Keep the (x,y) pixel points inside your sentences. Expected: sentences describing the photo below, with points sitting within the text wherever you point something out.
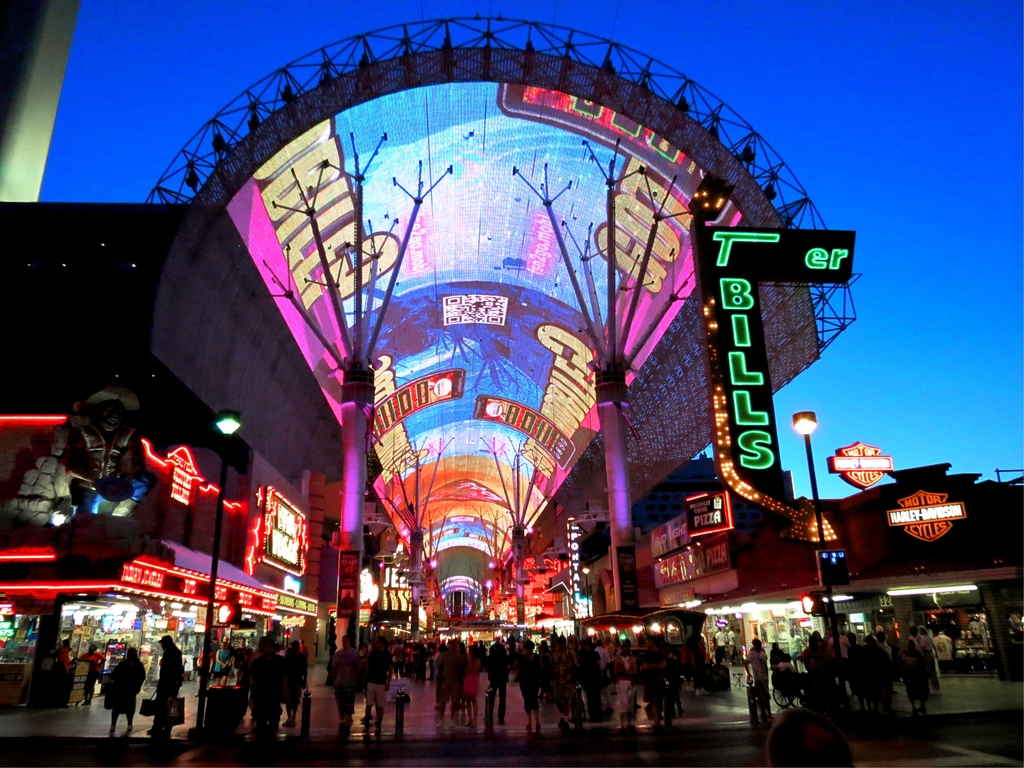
In this image, I can see groups of people (304,668) standing. These are the buildings (722,588) with the lighting's (297,522) and name boards (288,511). I think these are the light poles (235,414). This is the sky (937,101). At the top left corner of the image (35,131), It looks like a pole (39,89).
